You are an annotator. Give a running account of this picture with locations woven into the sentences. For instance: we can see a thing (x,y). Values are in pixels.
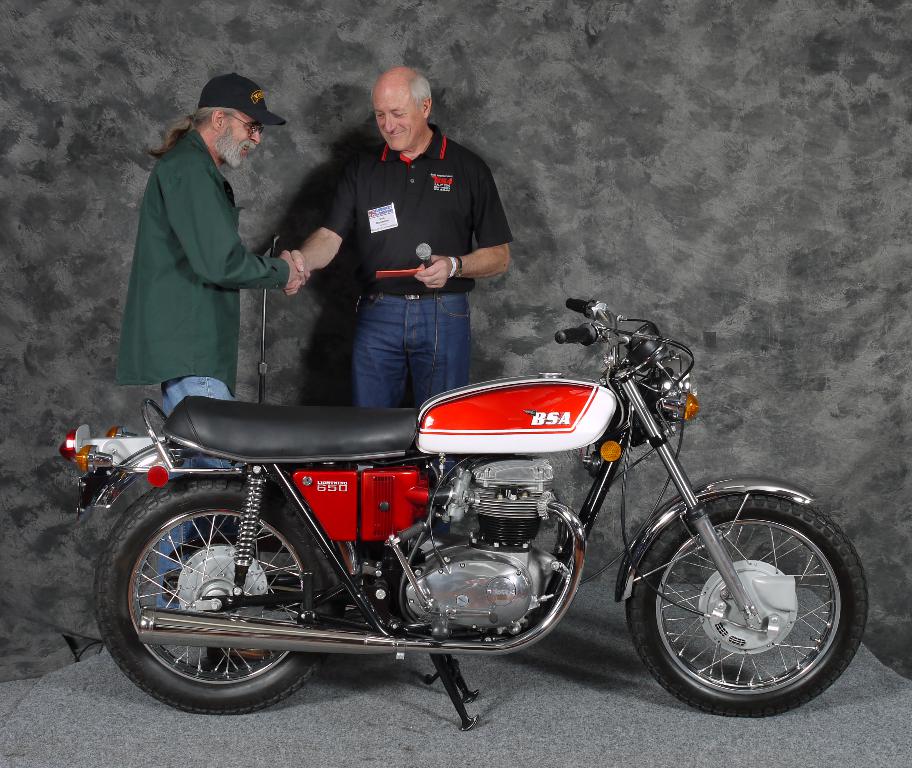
In this image, we can see a motorbike (472,602) parked on the path (786,760). Behind the bike (372,451), we can see rod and two men (382,396) standing and shaking their hands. We can see a person (417,243) holding a microphone (424,256) and card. There is a curtain (581,192) in the background (588,237).
